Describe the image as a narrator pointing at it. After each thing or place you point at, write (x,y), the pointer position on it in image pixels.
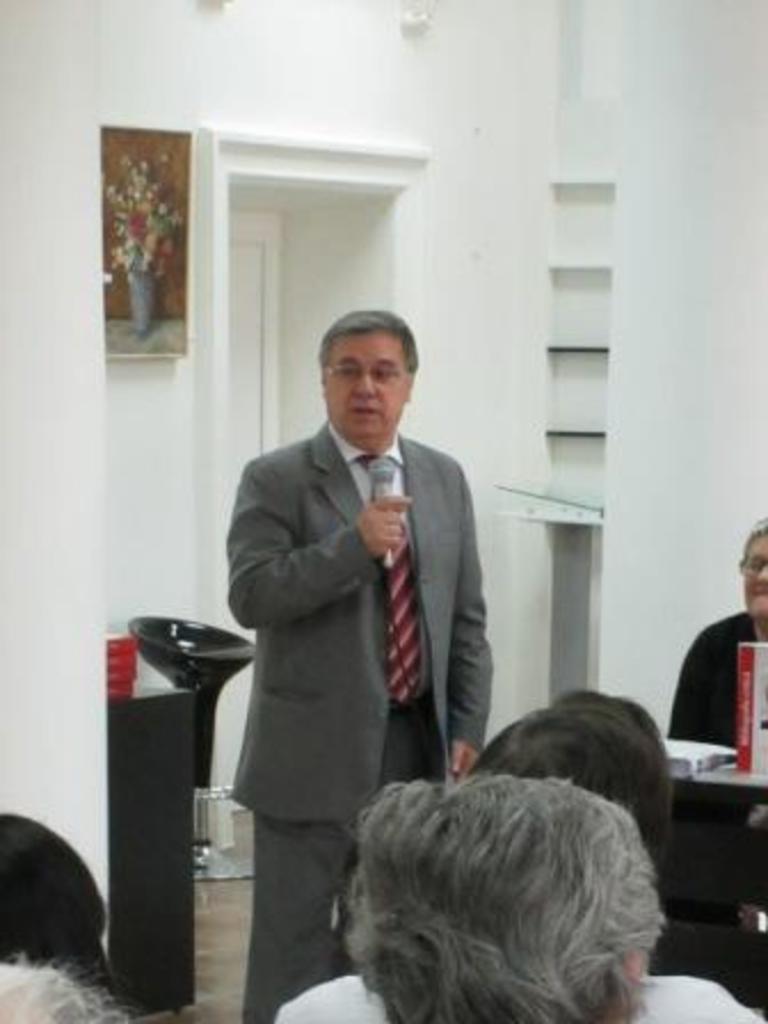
In this picture there is a man (315,583) who is standing in the center of the image (319,434), by holding a mic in his hand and there are other people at the bottom side of the image (600,777) and there is a door (241,313), chair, portrait (182,325), and a desk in the background area of the image (208,343) and there is a man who is sitting on the right side of the image (765,556) in front of the desk (692,874).
